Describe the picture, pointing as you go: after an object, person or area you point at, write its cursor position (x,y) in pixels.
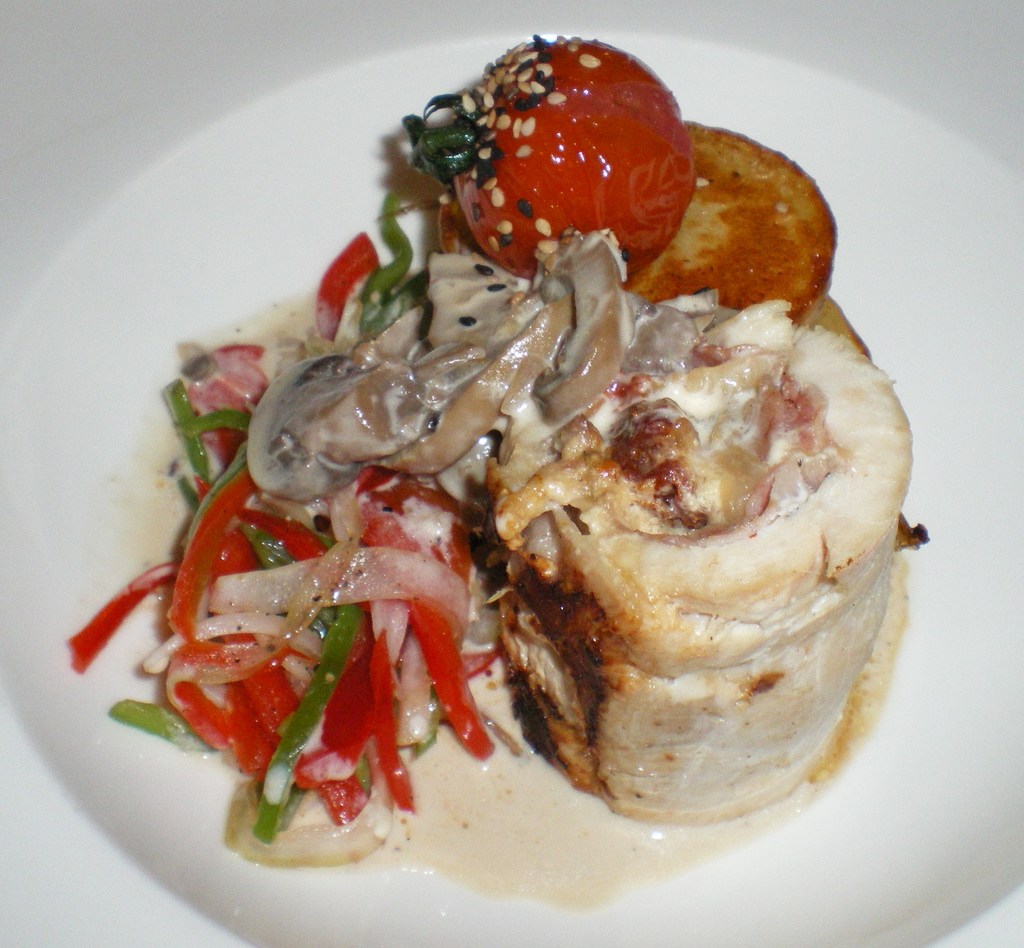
In this image I can see the food (396,637) which is in red, cream and green color in the plate (62,476) and the plate (40,368) is in white color.
